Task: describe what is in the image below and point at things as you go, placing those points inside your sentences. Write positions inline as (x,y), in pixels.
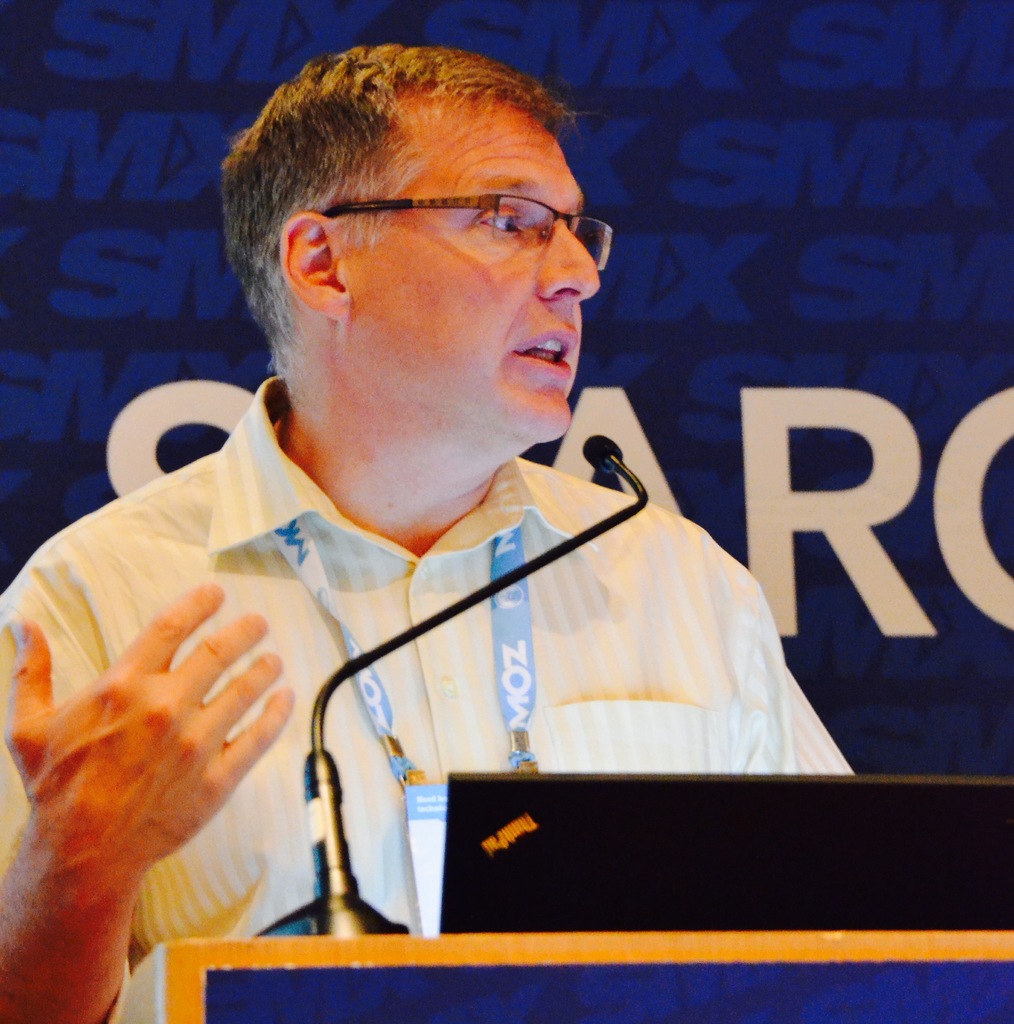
In this picture I can observe a man (327,535) in the middle of the picture (425,457). He is wearing spectacles (384,204) and a tag (307,543) in his neck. In front of him there is a mic (323,886) on the podium (464,956).
